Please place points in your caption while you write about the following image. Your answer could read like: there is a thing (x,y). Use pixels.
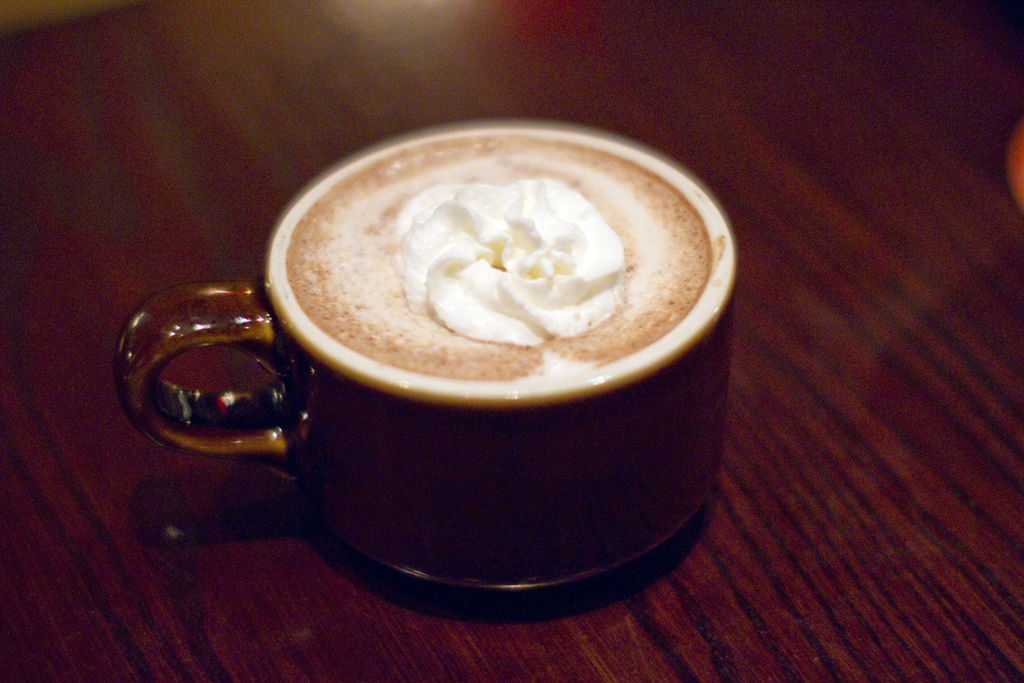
In this image we can see there is a cup (578,410) on the table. And in that cup (465,428) there is a drink (407,349) and cream (545,231).
